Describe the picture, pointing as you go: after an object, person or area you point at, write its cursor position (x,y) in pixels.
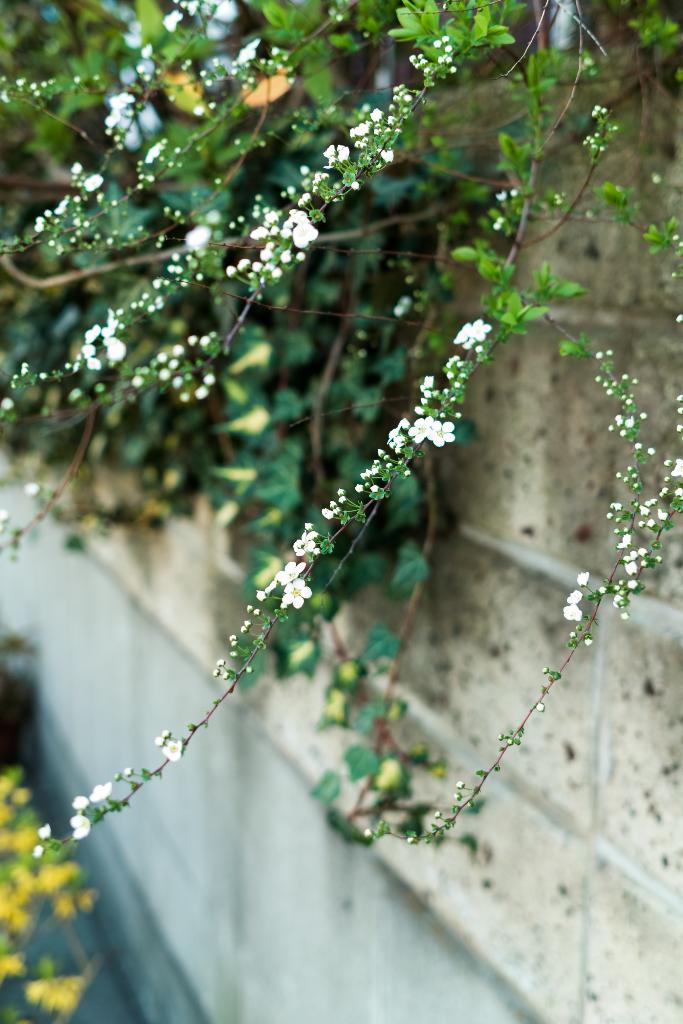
In this image I can see few flowers (342,494) in white and yellow color, few plants (292,195) in green color and the wall (528,472) is in cream color.
